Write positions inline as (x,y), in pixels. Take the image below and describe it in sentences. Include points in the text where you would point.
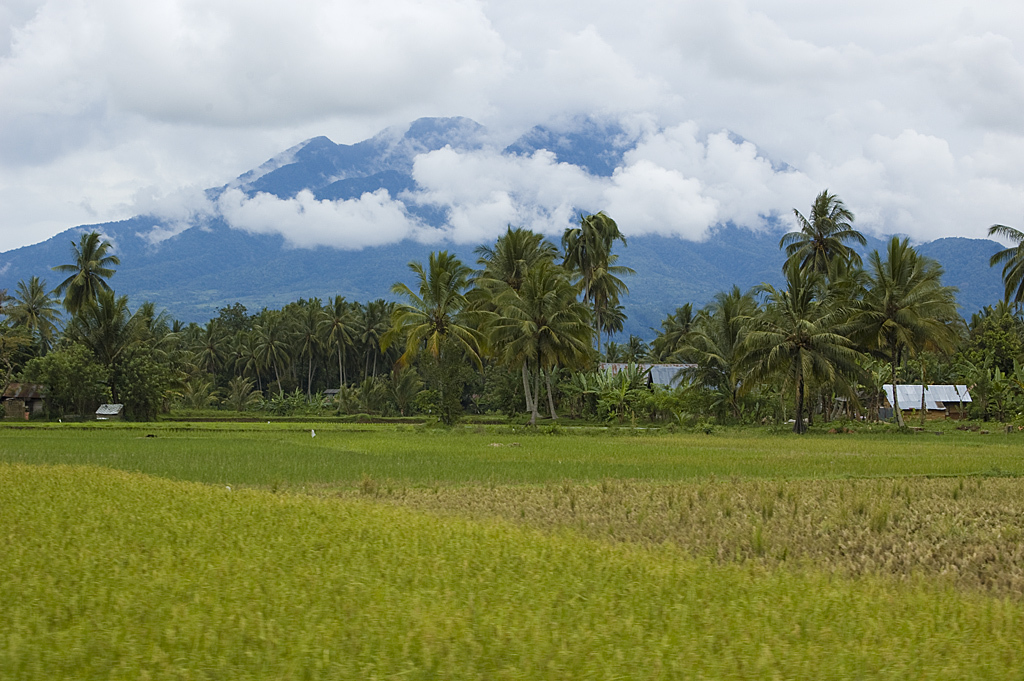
In this image we can see there are some trees (418,361), houses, grass (512,467) and mountains (401,258), in the background (428,237) we can see the sky (632,99) with clouds (394,236).
